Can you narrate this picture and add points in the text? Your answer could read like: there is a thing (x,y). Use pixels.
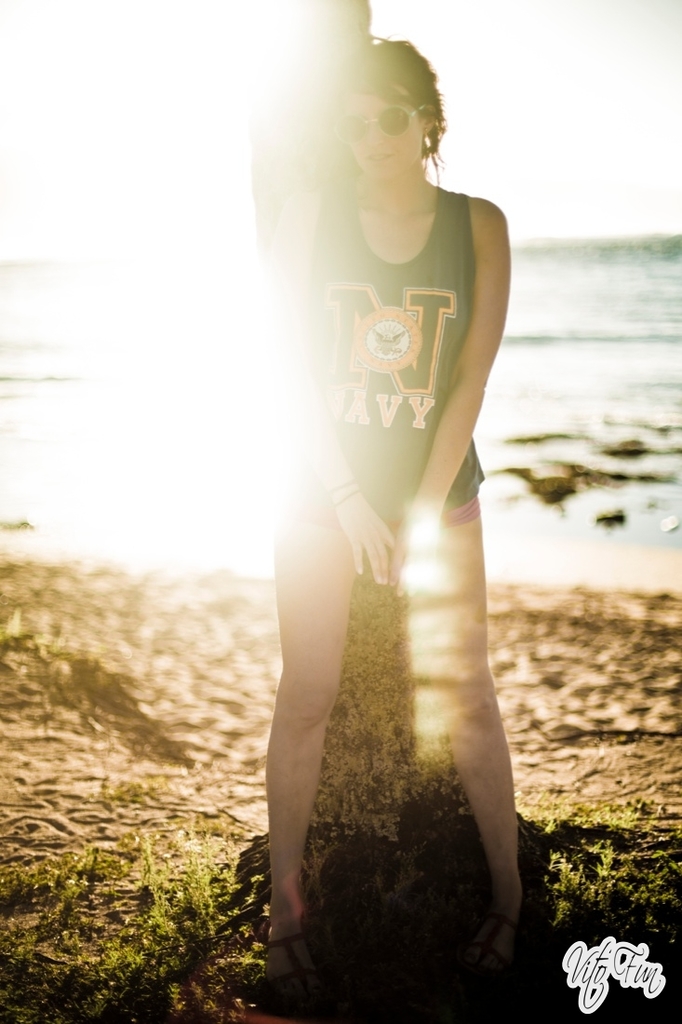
In this image I can see a woman (352,129) is standing, she is wearing the t-shirt (397,396). At the bottom (191,910) there is the grass (182,902), in the right hand side (595,954) bottom there is the water mark (571,950). At the back side (580,364) it looks like there is water (508,361).
